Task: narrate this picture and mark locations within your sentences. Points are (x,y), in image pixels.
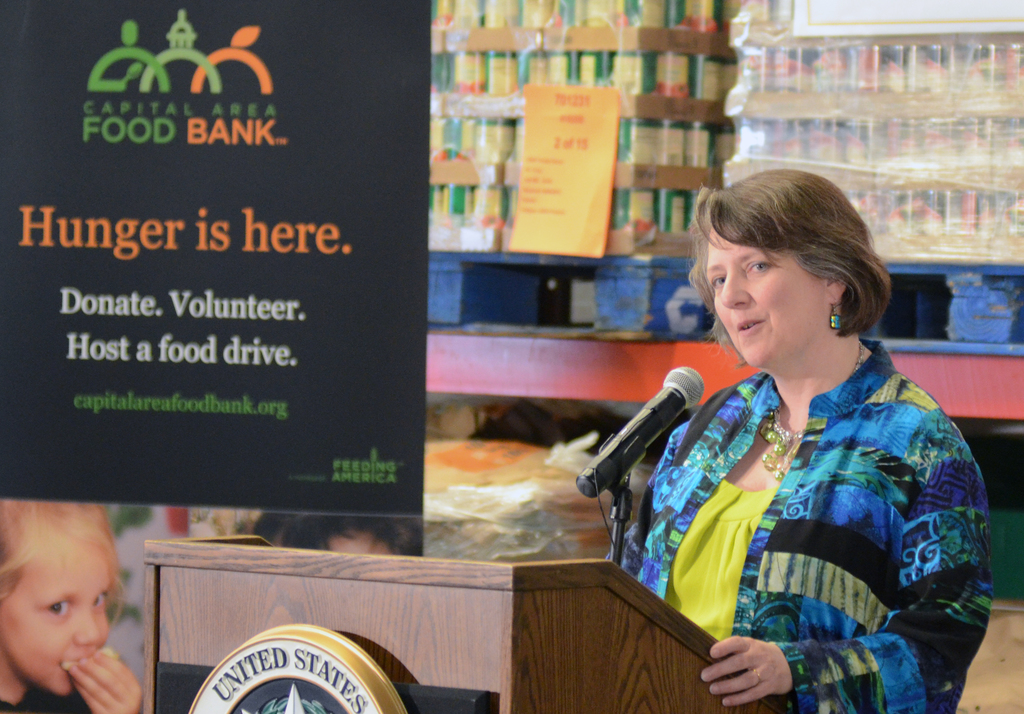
In this image we can see a lady (667,465) talking, in front of her there is a podium (585,596), and a mic (597,481), there is a board (307,697), with some text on it, there is a poster (189,305) with some text (141,306) and image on it, behind the lady (811,417) we can see some packages (658,37), and boxes (632,30) on the table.
